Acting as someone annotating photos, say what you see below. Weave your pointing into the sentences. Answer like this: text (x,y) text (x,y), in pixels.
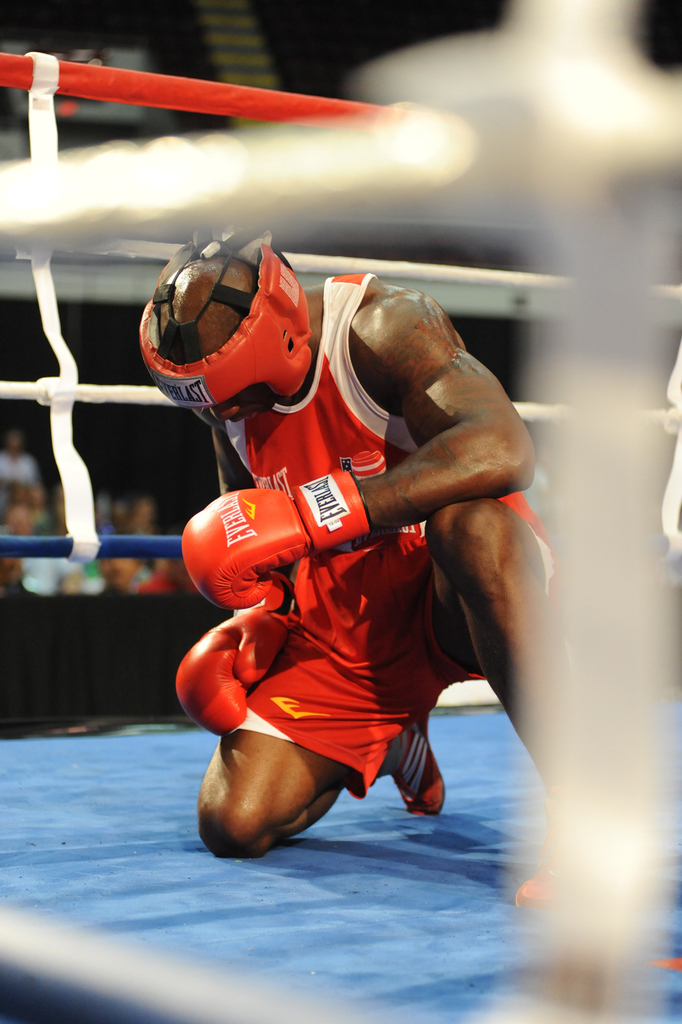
This picture might be taken inside a stadium (210,955). In this image, in the middle (351,365), we can see a man (378,301) wearing a red color dress (313,553), he is also in squat position. In the background (403,264), we can see a group of people (15,459), ropes (541,274).
